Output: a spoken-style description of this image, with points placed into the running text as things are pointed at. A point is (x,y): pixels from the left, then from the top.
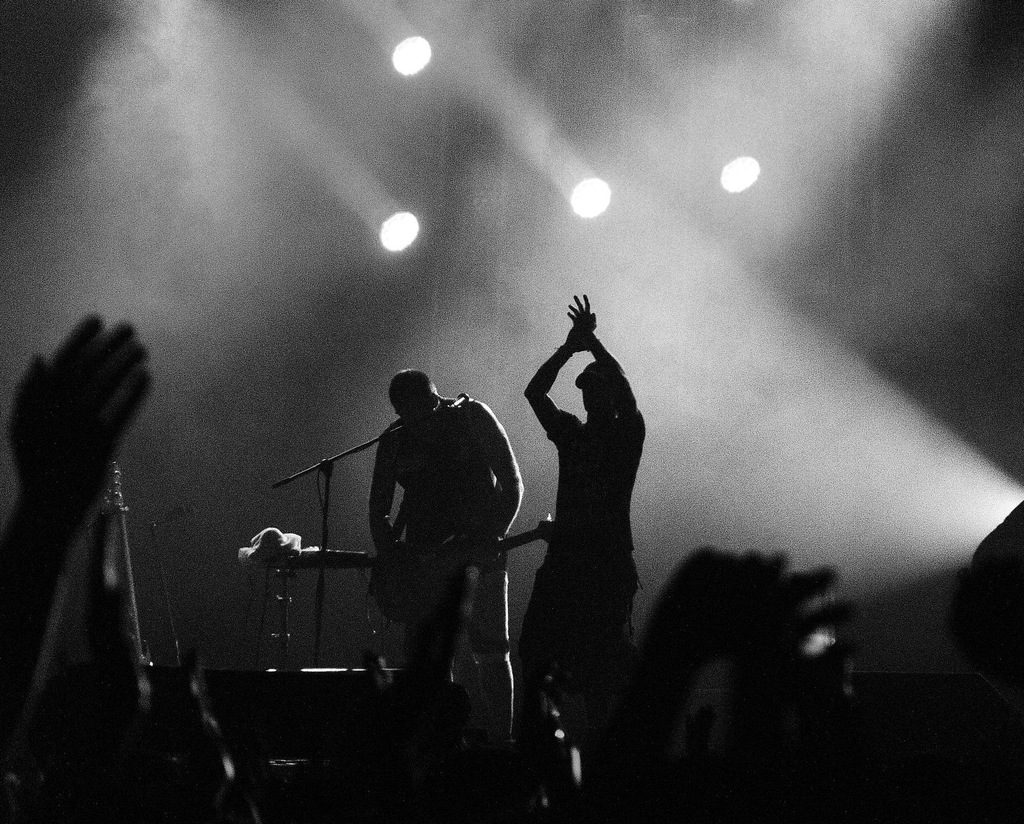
In this image I can see two persons (484,431) standing one of them playing a guitar (405,569). I can also see few lights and the image is in black and white.
